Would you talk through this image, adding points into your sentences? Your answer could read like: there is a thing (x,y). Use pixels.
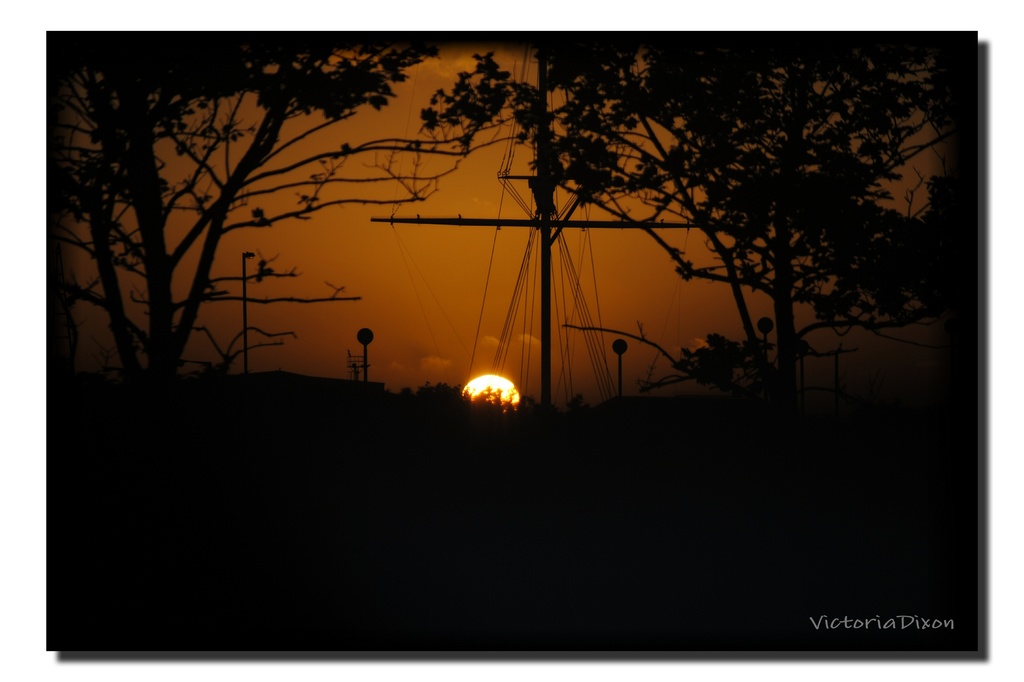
This picture is taken in the dark where we can see trees (733,183), current poles (546,390), wires (525,327), boards (369,338), sunset (504,383) and the sky (321,293) in the background (688,315). Here we can see the watermark (860,626) at the bottom right side of the image (846,626).
